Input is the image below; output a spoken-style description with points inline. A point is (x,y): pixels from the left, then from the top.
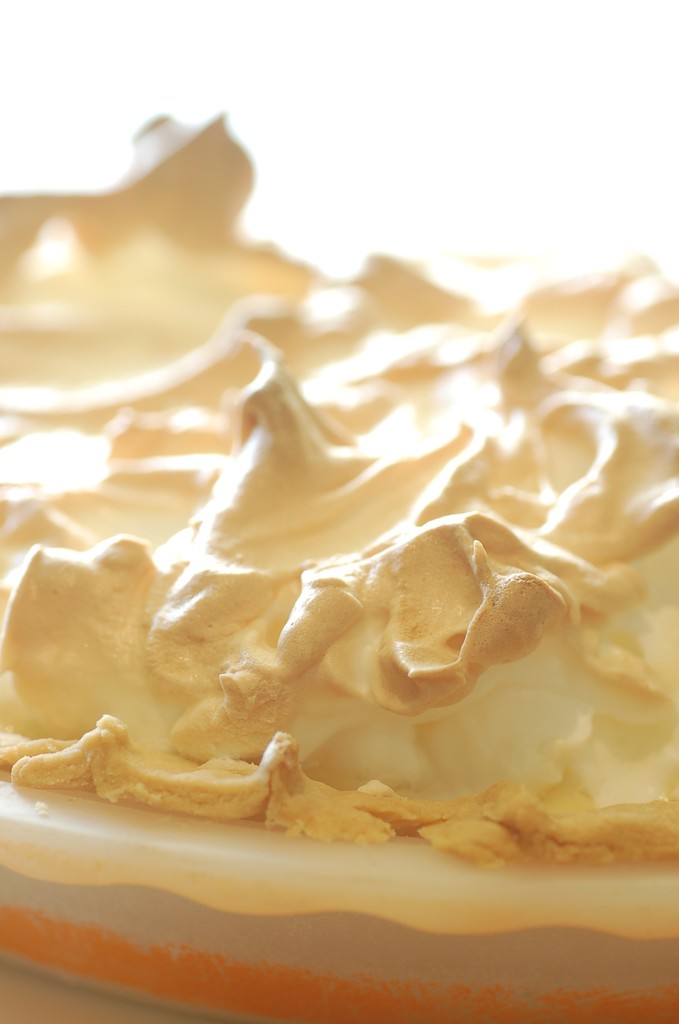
In this picture we can see something in cream color kept in a tray (258,891).
